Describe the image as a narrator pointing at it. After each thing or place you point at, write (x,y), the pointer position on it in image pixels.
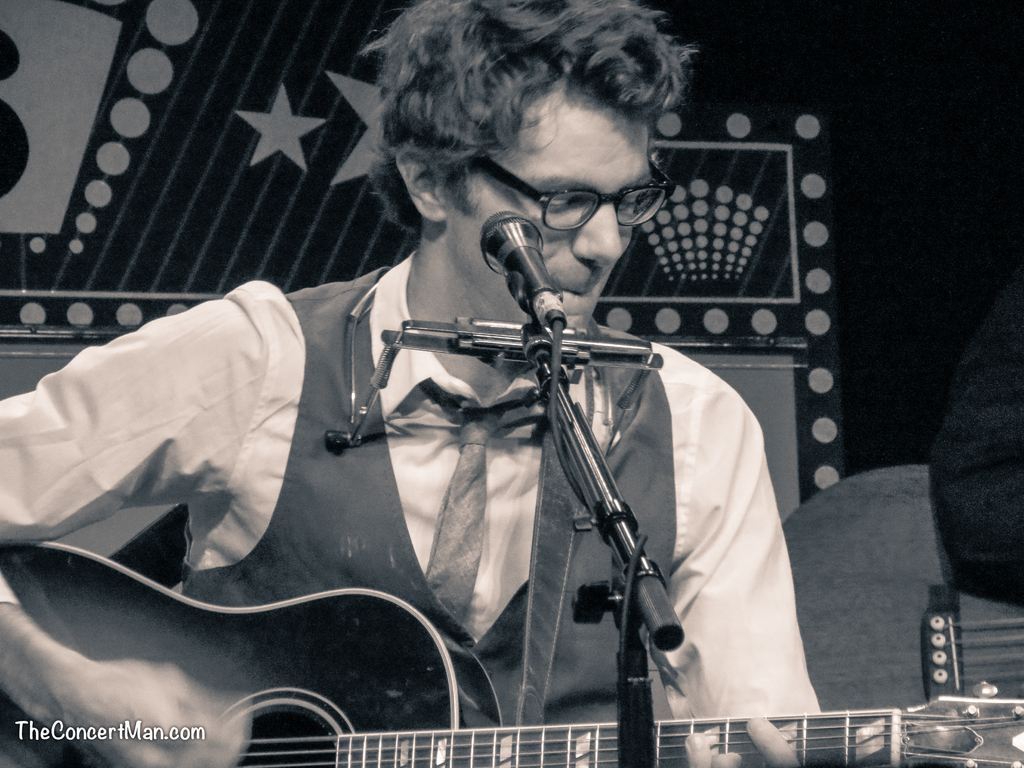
In this image, human (731,582) is playing a guitar (407,700), He wear a tie (451,510), shirt (402,484), waist coat (383,490). He is playing musical instrument (507,354) in-front of microphone (538,303). Here stand (636,676), wire (627,596) is there. He wear a glasses (561,217). At the right side (995,491), we can see some cloth (977,510). Background (120,135), we can see a banner (216,174).
